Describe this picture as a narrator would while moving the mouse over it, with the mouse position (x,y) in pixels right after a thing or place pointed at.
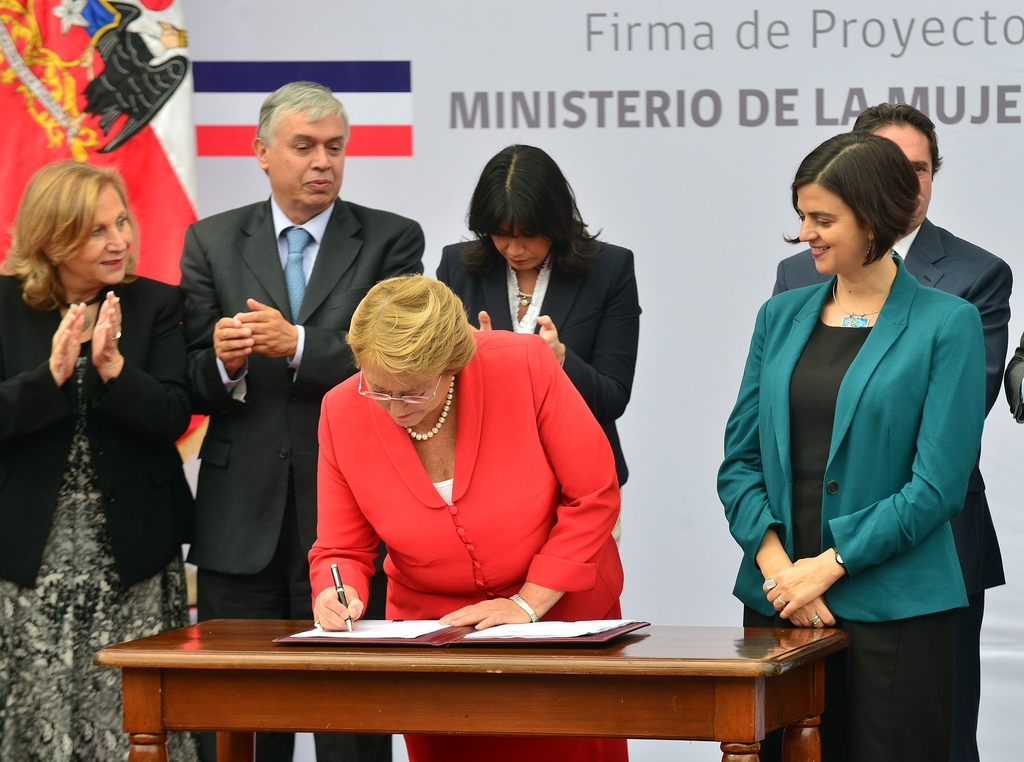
In the picture I can see a group of people (443,405) are standing among them the woman (436,531) in the front (420,547) is holding a pen (346,613) in the hand (324,606). I can also see a wooden table (455,667) which has some object (410,639) on it. In the background (600,134) I can see a banner (474,137) which has something written on it.
